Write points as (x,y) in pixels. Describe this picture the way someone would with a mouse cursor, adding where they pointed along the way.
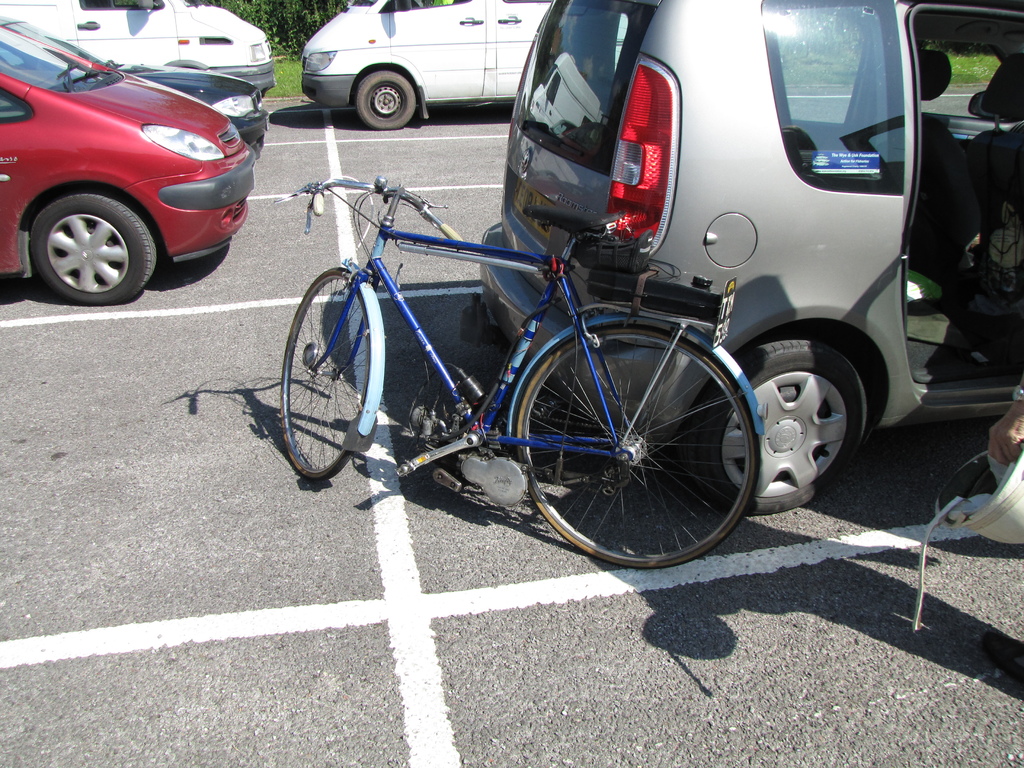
In this image I can see the road (513,721). On the road (245,296) there are many vehicles (494,71) which are colorful and I can see the bicycle (371,403) to the side of the vehicle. The bicycle (498,390) is in blue color. To the right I can see the person's hand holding helmet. In the back (256,12) there are trees (278,33).
